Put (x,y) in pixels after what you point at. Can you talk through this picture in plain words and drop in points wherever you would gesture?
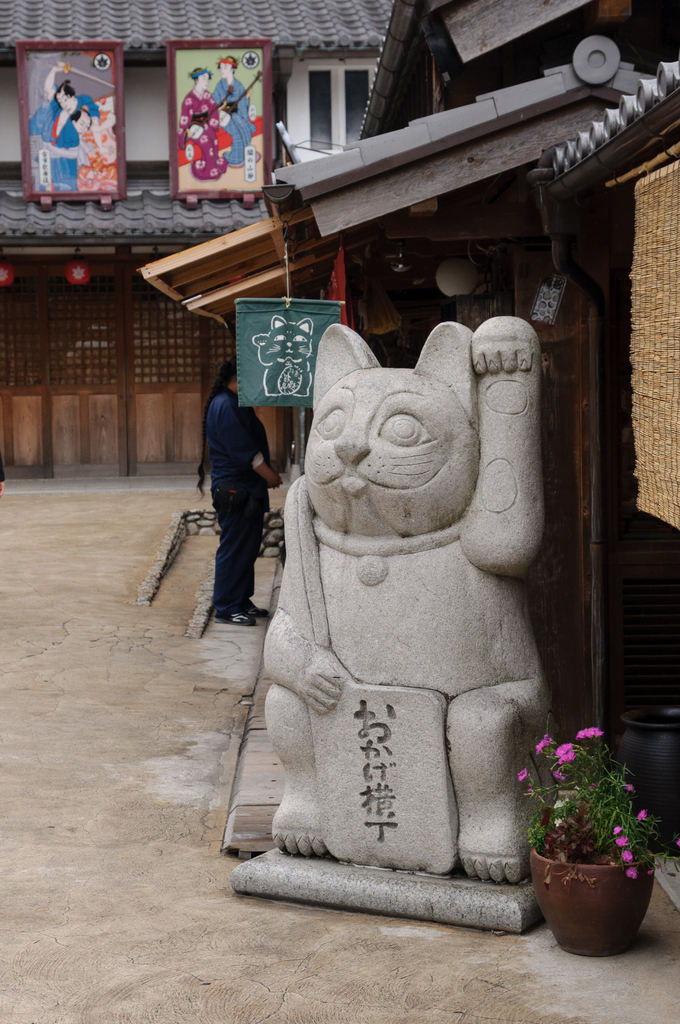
This picture is clicked outside. On the right (457,372) there is a sculpture (413,546) of an animal (430,669) and a houseplant (613,874) placed on the ground (280,492) and a person (230,504) standing on the ground (256,659). In the background (181,263) we can see the buildings (175,233) and posters (108,87) hanging on the roof (109,29) on which we can see the pictures (64,125) of some persons (211,119).
